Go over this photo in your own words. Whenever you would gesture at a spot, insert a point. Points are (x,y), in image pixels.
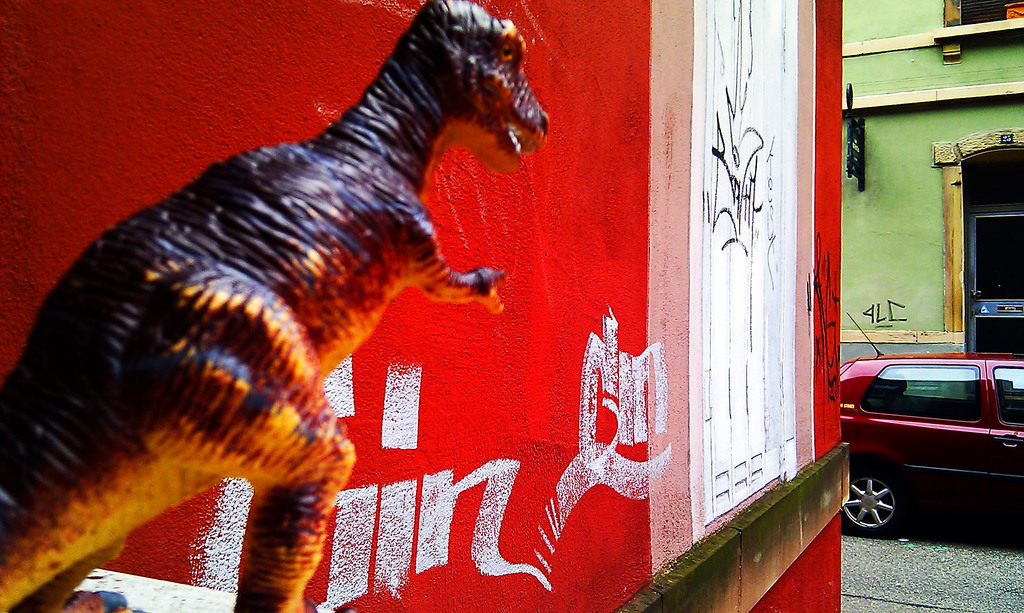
On the left side of the image (302,278) we can see a sculpture (300,323) beside the red color wall (353,500), on the right side of the image (861,399) we can find a building (924,219) and a car (974,406) on the road (920,576).
